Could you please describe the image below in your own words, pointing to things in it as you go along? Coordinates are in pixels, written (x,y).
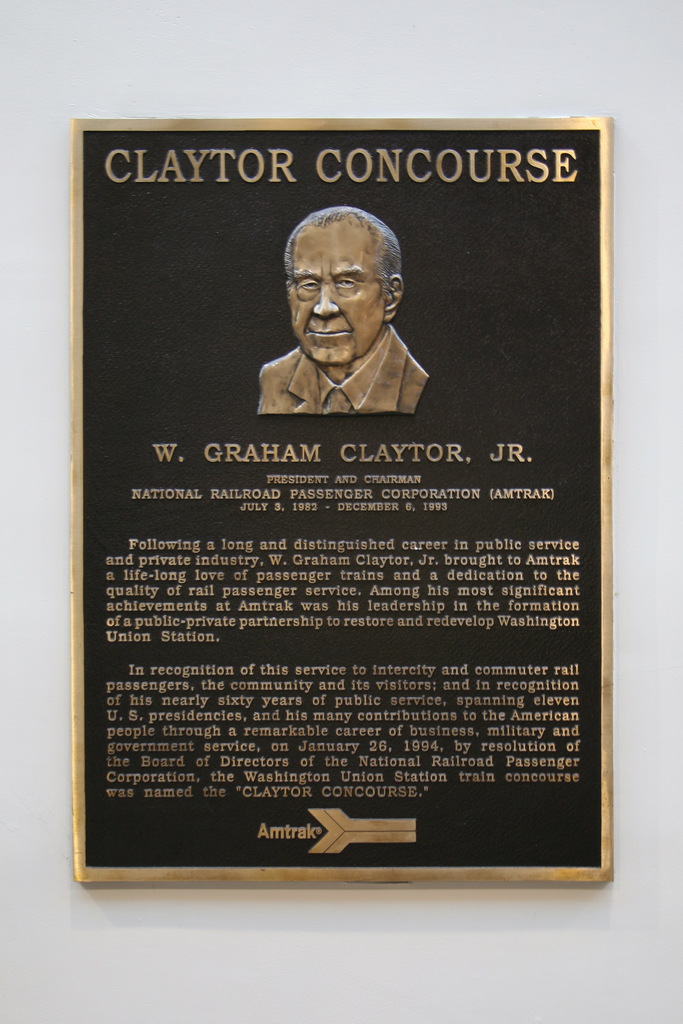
In this image there is a photo frame (251,153) attached to the wall (290,51). On the photo frame (348,233) there is a depiction of a person (312,336) and there is some text (339,701).
